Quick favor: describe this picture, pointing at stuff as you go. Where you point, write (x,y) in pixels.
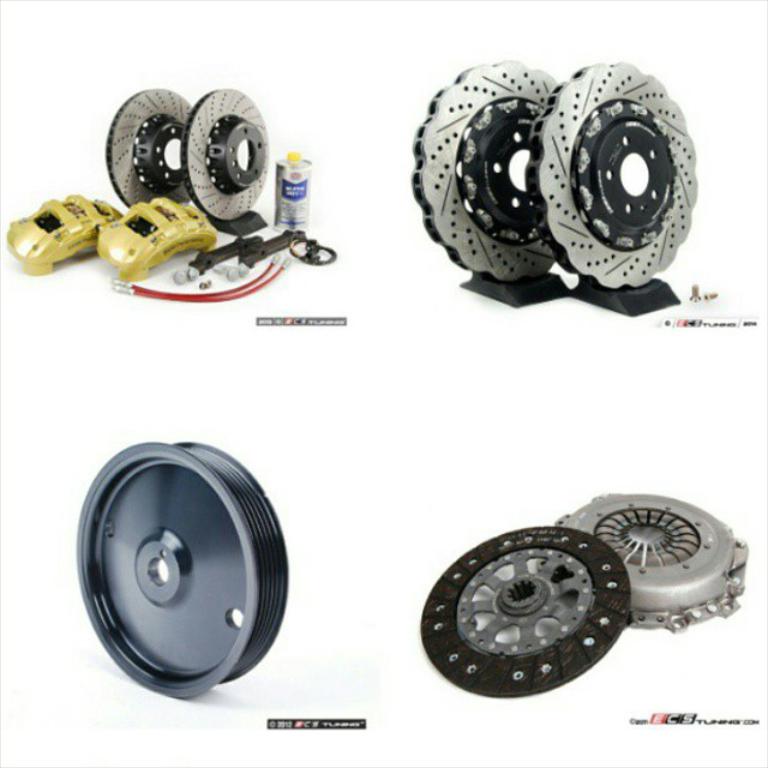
In this image I can see few brake discs (437,175) and few objects (261,223). I can see few parts (259,258) of the car (201,238). Background (321,398) is in white color.
